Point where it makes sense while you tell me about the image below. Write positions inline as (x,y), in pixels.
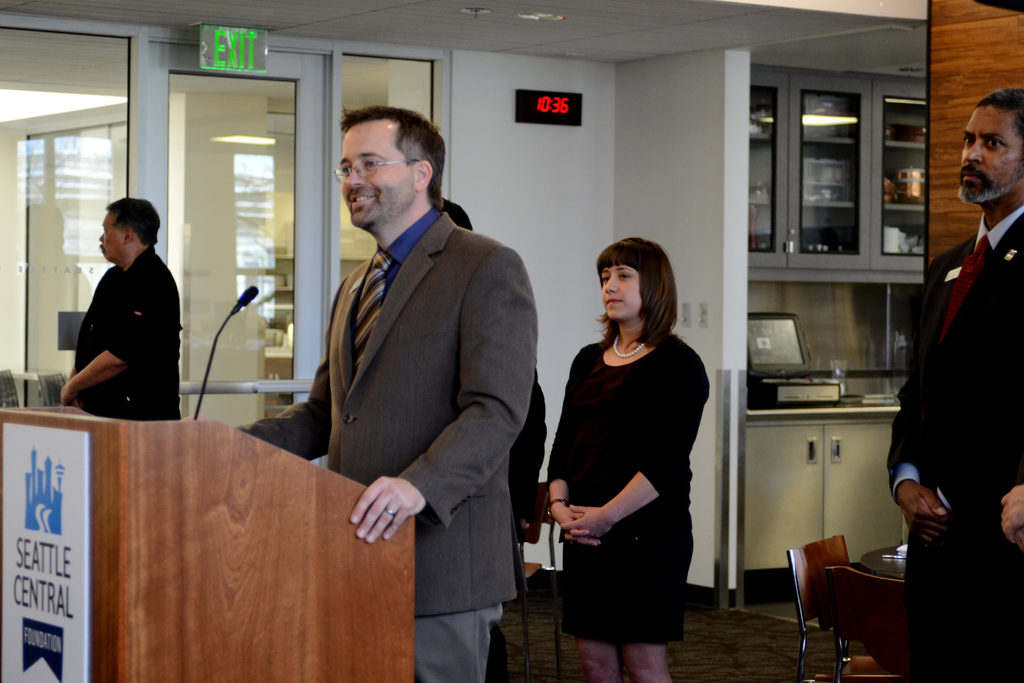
This image consists of a man (467,401) wearing suit (446,426) is standing near the podium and talking. In the background (631,397), there are many people (630,377) standing are wearing black dress (968,554). In the middle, there is a kitchen (872,326). At the bottom (716,626), there is floor (758,641). To the left (240,120), there is a door (244,98).
